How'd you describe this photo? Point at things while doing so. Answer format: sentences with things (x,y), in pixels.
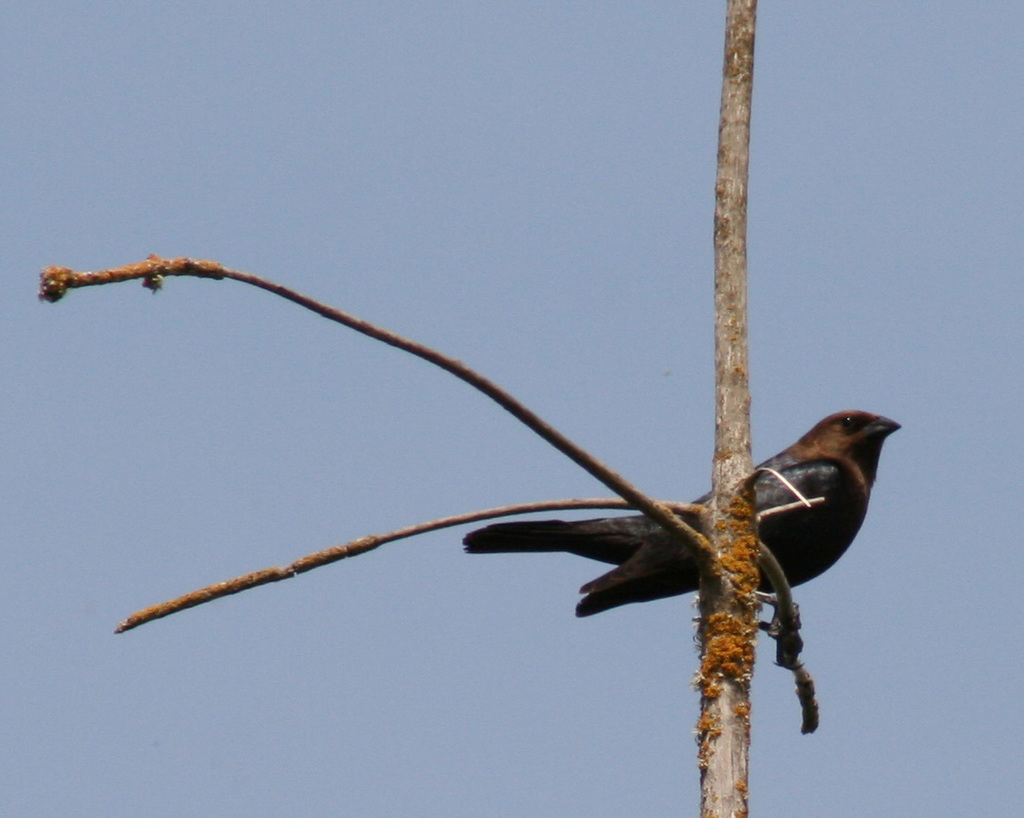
This image is taken outdoors. In the background (264,227) there is the sky (502,171). In the middle of the image (609,484) there is a tree (716,367) with stems (505,507) and there is a bird (758,493) on the stem (754,518) of a tree (735,541).
